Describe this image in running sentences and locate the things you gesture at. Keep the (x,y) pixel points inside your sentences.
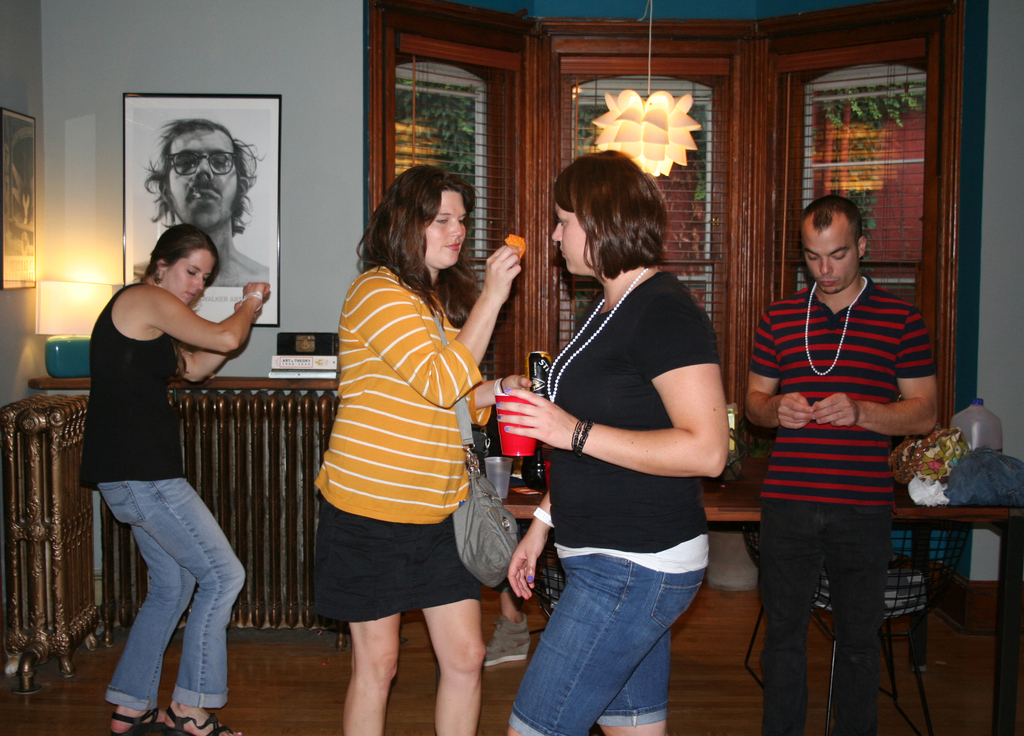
There are people (476,619) in motion and she is carrying a bag (491,517) and holding a tin (532,372) and food item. We can see objects (921,493) on the table (945,507) and chairs (898,552). In the background (218,208) we can see frames (190,187) on walls (195,77), chandelier (684,97), windows (587,124), books (280,358) and objects (49,372) on the table (259,384) and few objects (210,476).
